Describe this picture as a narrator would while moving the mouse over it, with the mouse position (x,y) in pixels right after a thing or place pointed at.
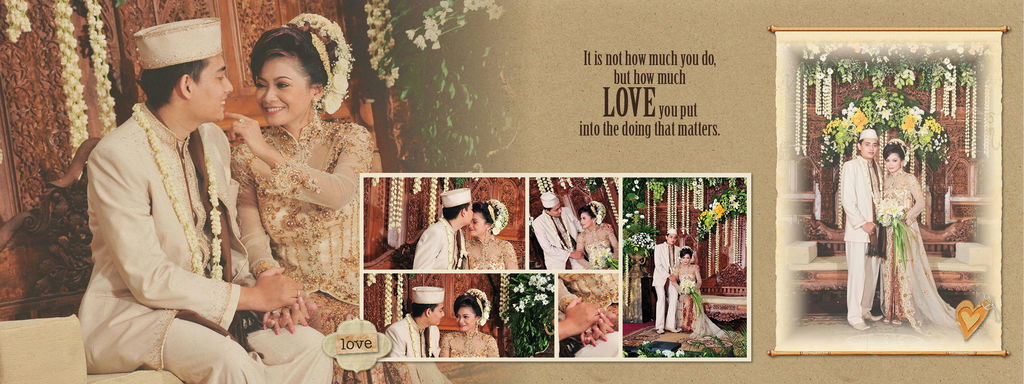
This is an edited image. In the middle of the picture (532,205), we see the collage of five images (512,255) and we see some text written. On the left side (340,199), we see the bride (255,181) and bridegroom (236,247) are sitting on the cot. Behind them, we see flowers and a brown door (121,71). On the right side (862,280), we see the bride (909,242) and bridegroom (850,188) are standing. Behind them, we see a cot (838,237) and a chair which is decorated with flowers (846,134).
